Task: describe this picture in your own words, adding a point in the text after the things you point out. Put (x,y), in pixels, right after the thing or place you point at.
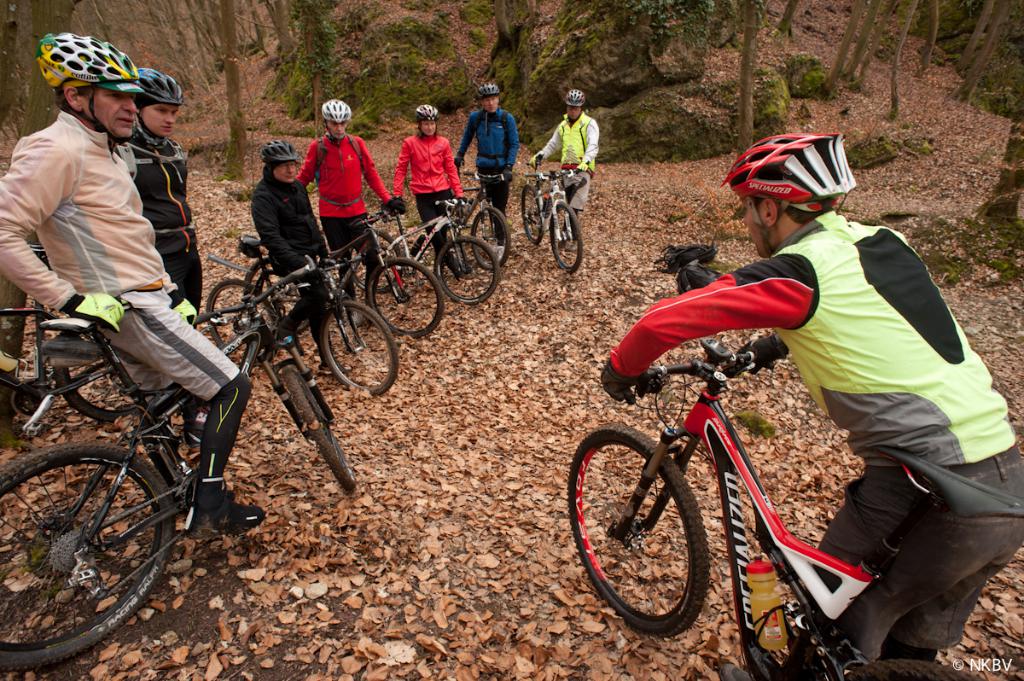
In this image we can see few people (64,162) wearing helmets (574,102) holding cycles (494,241), there are some trees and we can see leafs (402,126) on the ground (434,486).
